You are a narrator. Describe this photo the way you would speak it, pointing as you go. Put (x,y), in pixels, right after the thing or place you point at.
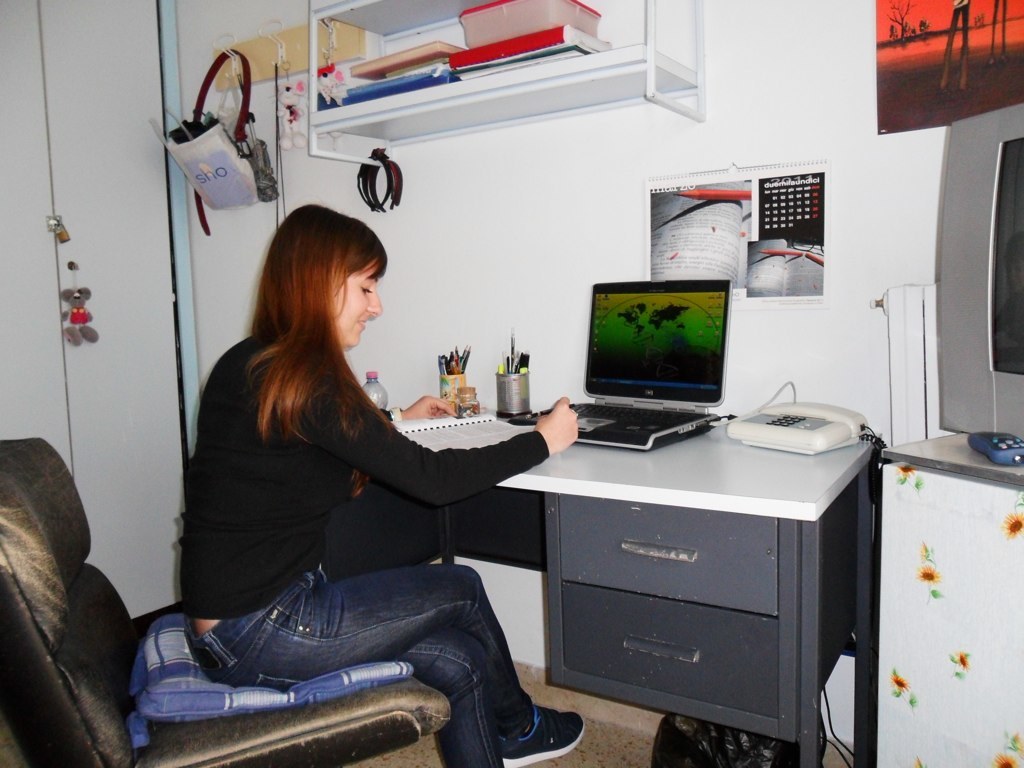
In this image I can see a woman (194,657) is sitting on a chair (394,736) in front of a table (562,520) on which laptop (684,423), telephone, pen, pencils (457,366) and bottles (473,407) are kept. In the background (471,163) I can see a wall (476,172), shelf (482,92) in which books (559,59) are there, wall painting (881,11), TV (956,256), remote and some objects (529,10). This image is taken may be in a hall (638,599).
